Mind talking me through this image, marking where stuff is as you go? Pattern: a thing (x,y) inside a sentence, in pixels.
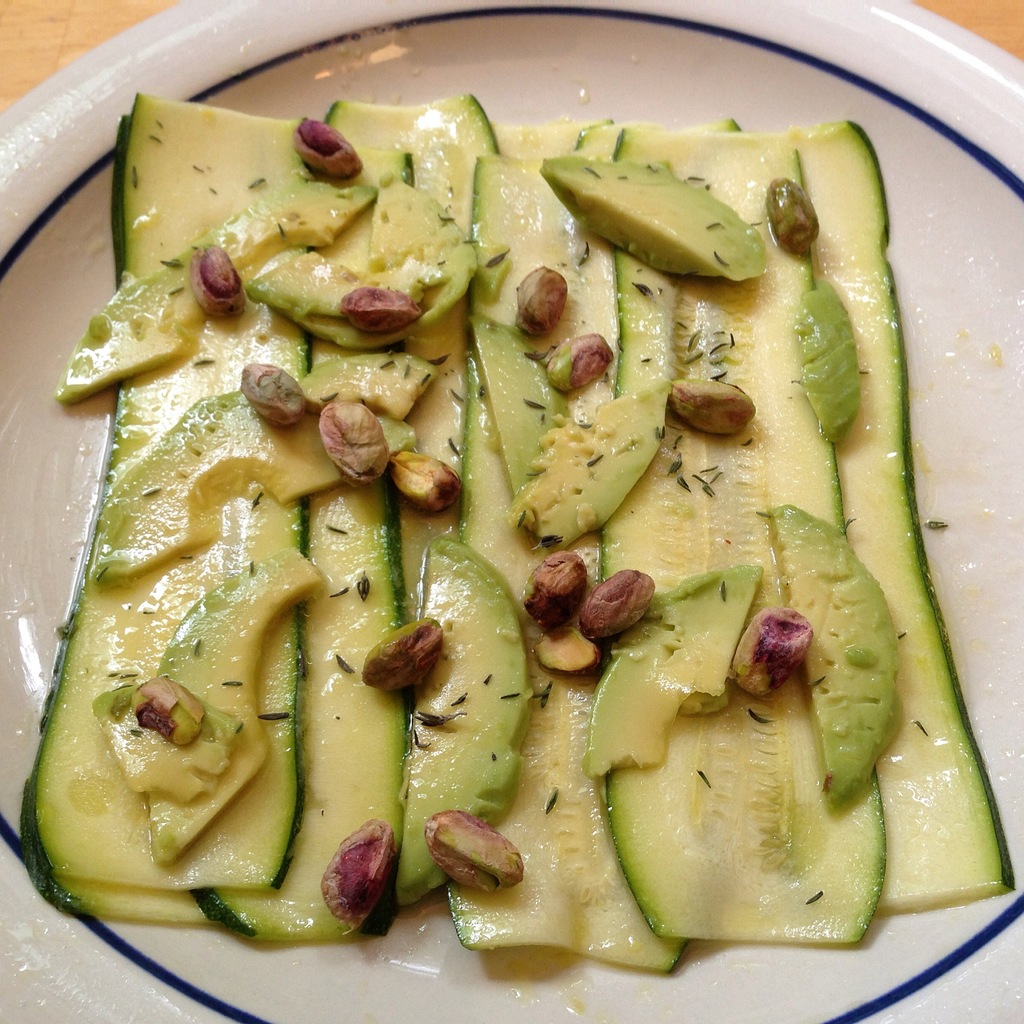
In the image there is a white plate (251,31). On the plate (289,99) there are slices (597,547) of zucchini (823,865), avocado (337,338) and also there are pistachio seeds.
